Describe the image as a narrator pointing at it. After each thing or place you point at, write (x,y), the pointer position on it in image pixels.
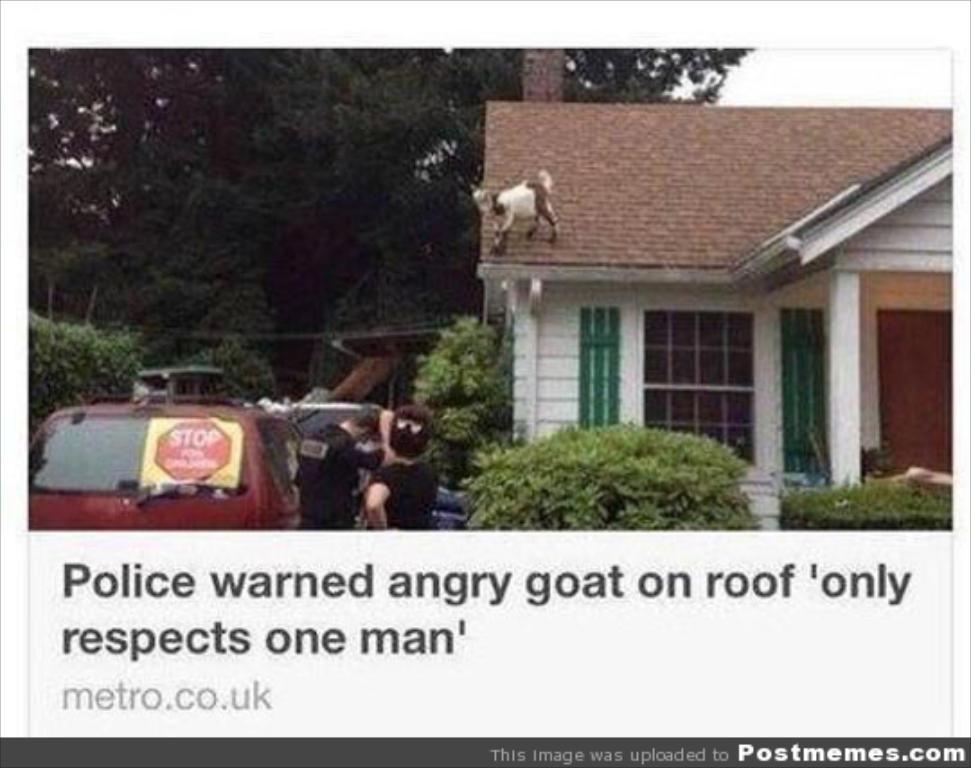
In this image we can see a house (836,301). A goat (530,189) is standing on the top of the house (824,301). There are many trees (278,170) and plants (585,512) in the image. There is a vehicle (143,457) and two persons (391,438) are standing near to it in the image. There is some text (314,584) which is written on the image.
